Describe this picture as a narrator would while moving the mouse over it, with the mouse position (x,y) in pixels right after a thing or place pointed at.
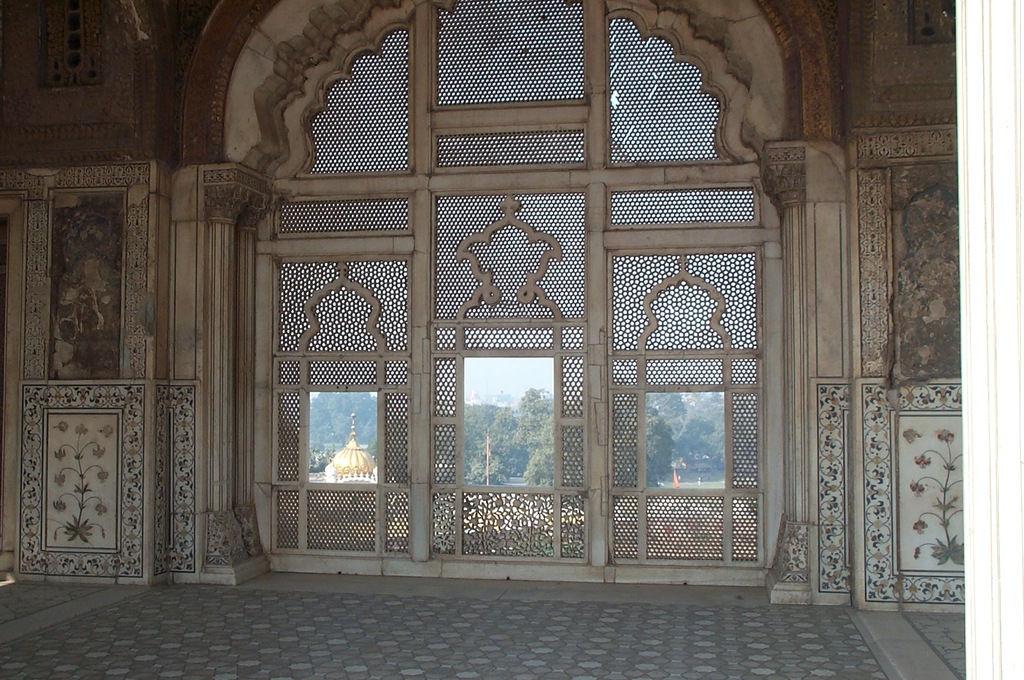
In this picture we can see a wall (821,403) and a door (444,408). Behind the door (366,386), there are trees (534,453), a pole (488,450), dome like structure (361,451) and the sky (518,392).
